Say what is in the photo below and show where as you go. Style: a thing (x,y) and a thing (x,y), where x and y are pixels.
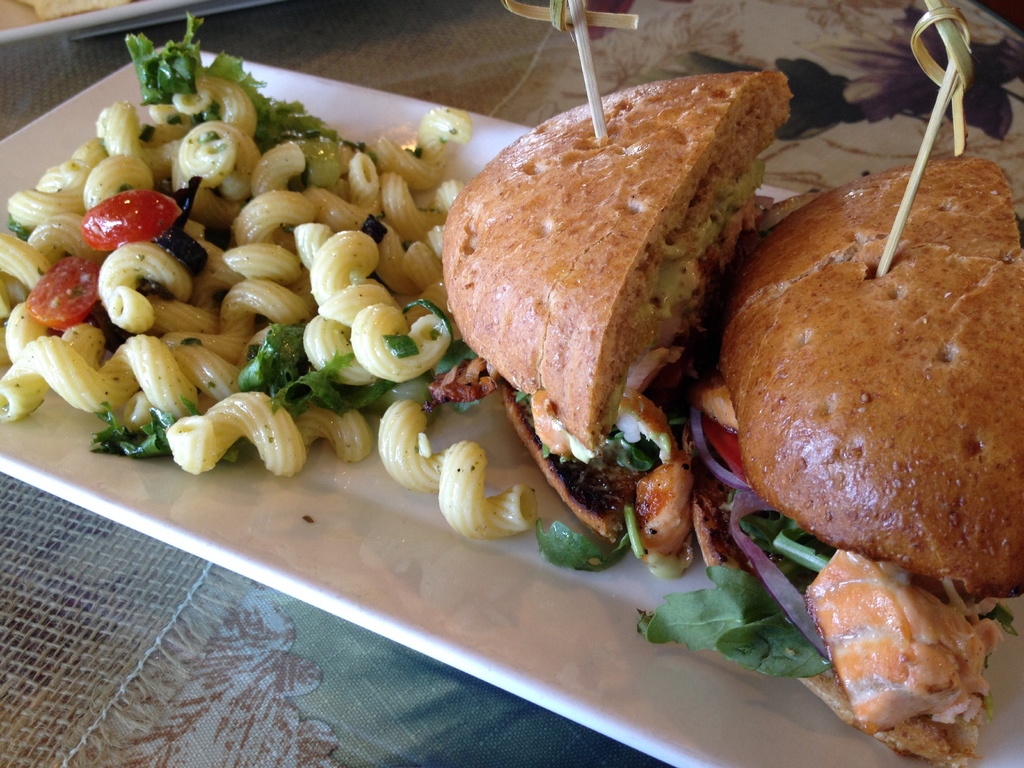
In this picture I can see food items (308,331) on the plate (372,526), on an object (118,575).
